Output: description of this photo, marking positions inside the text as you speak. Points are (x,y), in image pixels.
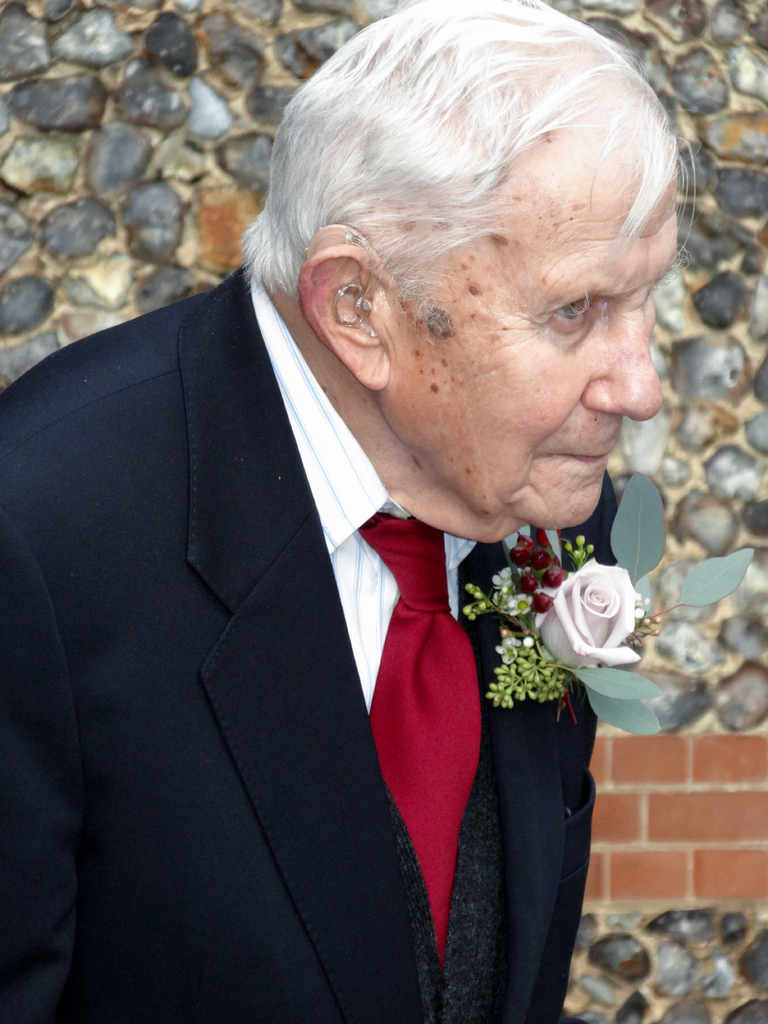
In this image I can see the person (175,539) wearing the black, white and maroon color dress (401,705). I can see the flower (513,622) to the dress (534,740). In the background (17,310) I can see the wall (185,159).
